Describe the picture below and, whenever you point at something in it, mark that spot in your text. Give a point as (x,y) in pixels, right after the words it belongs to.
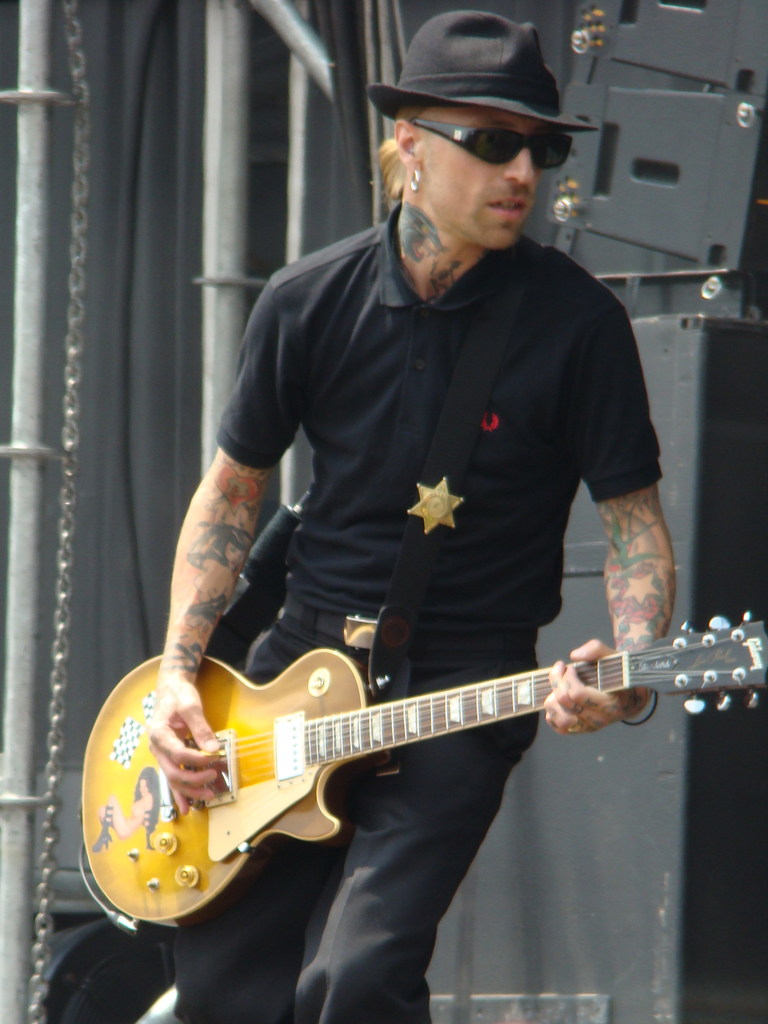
In this picture we can see a man (521,481) playing a guitar (375,743), man (530,474) wore a black color t-shirt (413,482), a black color pants (416,776) and he wore a black color hat (488,72) and in the background (83,305) we can see some chains (74,243) and rod (231,218).
